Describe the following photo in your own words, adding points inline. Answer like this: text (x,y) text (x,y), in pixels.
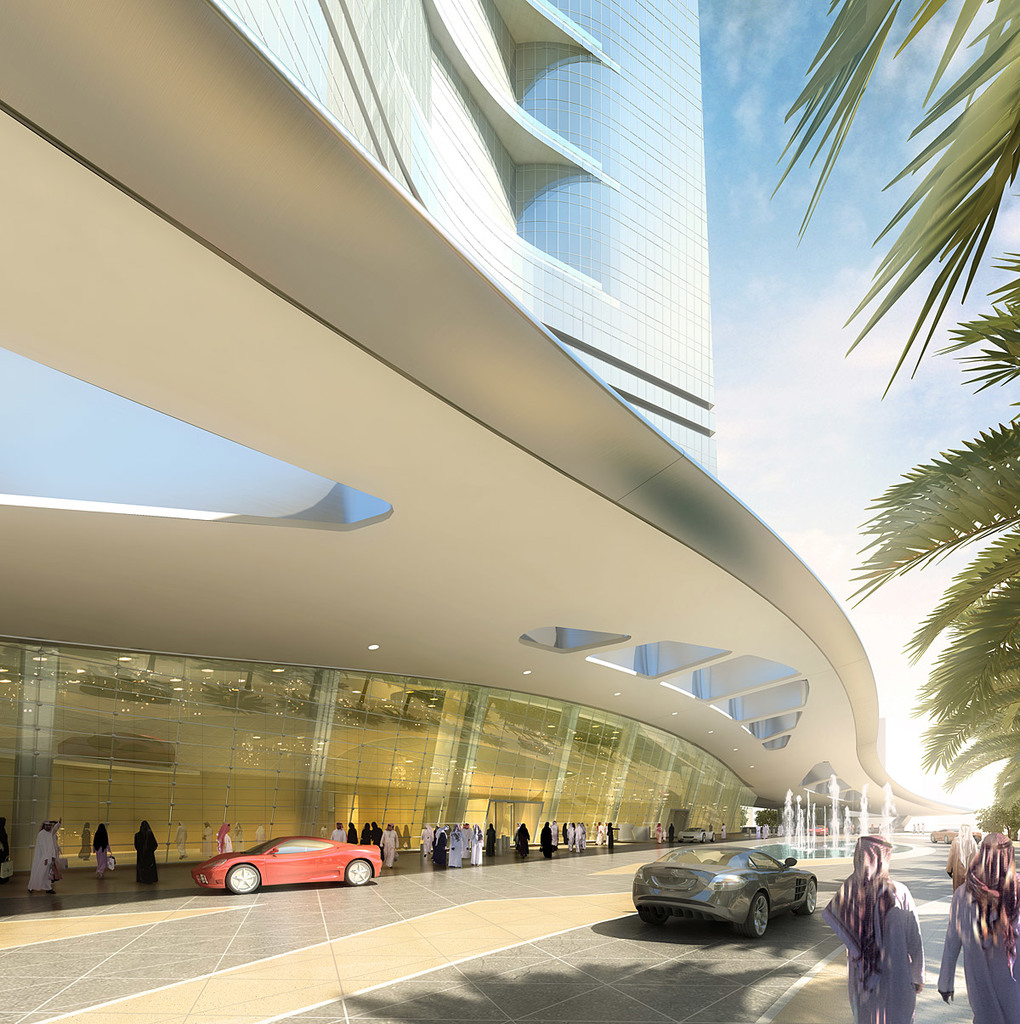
In this image, we can see people (885,851) and cars (707,886) on the road (561,917) and in the background (420,316), we can see a building (509,197) and there are trees (1002,468) and fountains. At the top (759,257), there are clouds (826,360) in the sky (893,725).
